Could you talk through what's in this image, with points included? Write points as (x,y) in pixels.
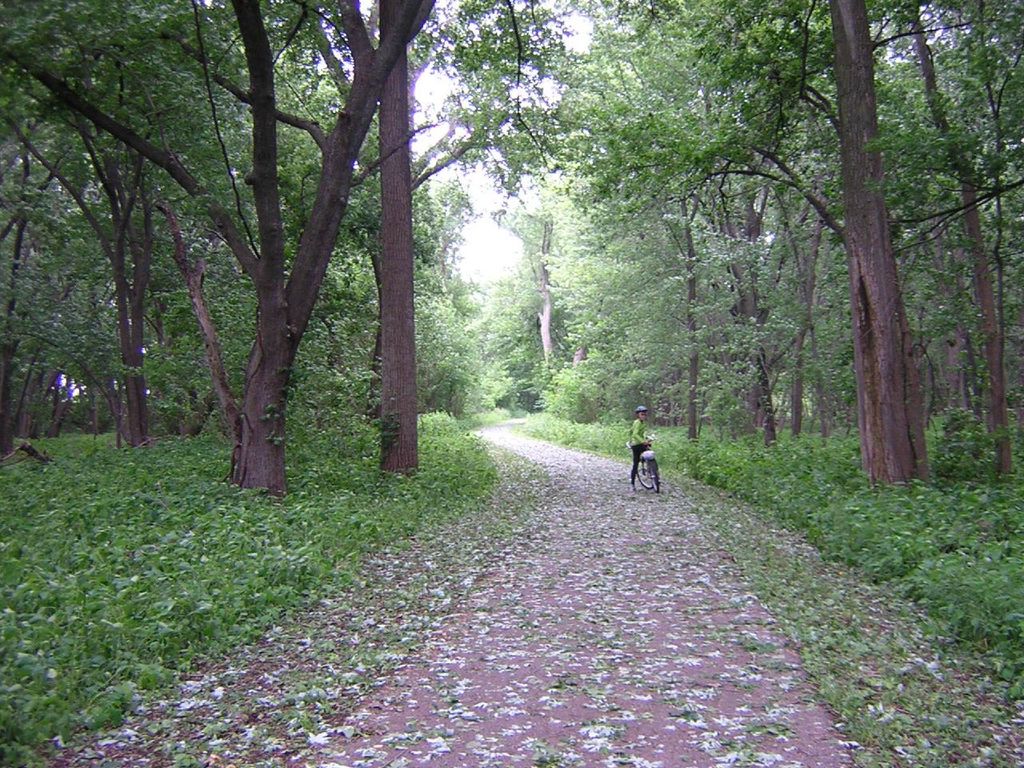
In the image we can see a person (637,427) standing, wearing clothes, helmet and holding bicycle (655,471). Here we can see path (528,585), grass (159,554), trees (39,309) and the sky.
